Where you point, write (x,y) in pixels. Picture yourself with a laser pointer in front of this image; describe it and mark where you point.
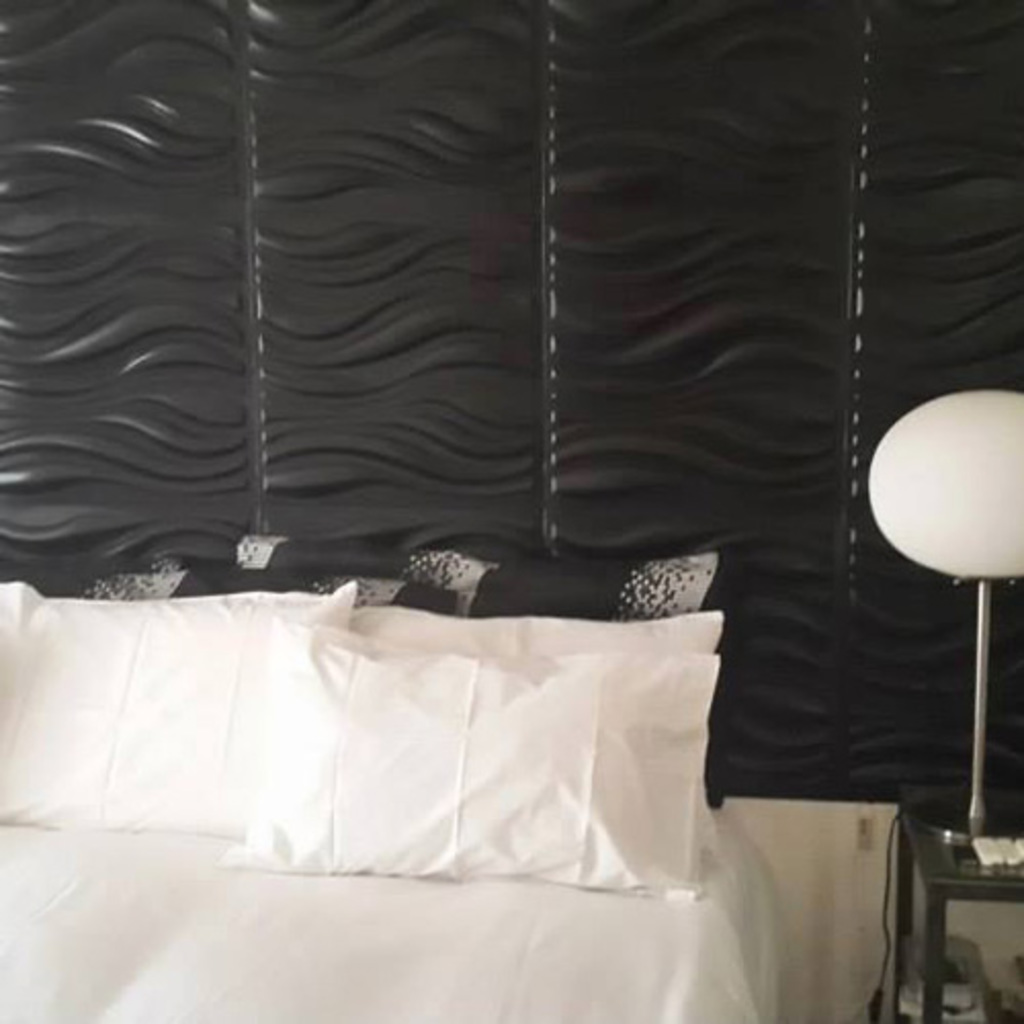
In this image I can see at the bottom (532,949) there is the bed (453,939) and there are pillows (316,753) in white color. On the right side (997,473) it is the lamp (964,475), in the middle (431,541) it is the black color to this wall (419,412).
